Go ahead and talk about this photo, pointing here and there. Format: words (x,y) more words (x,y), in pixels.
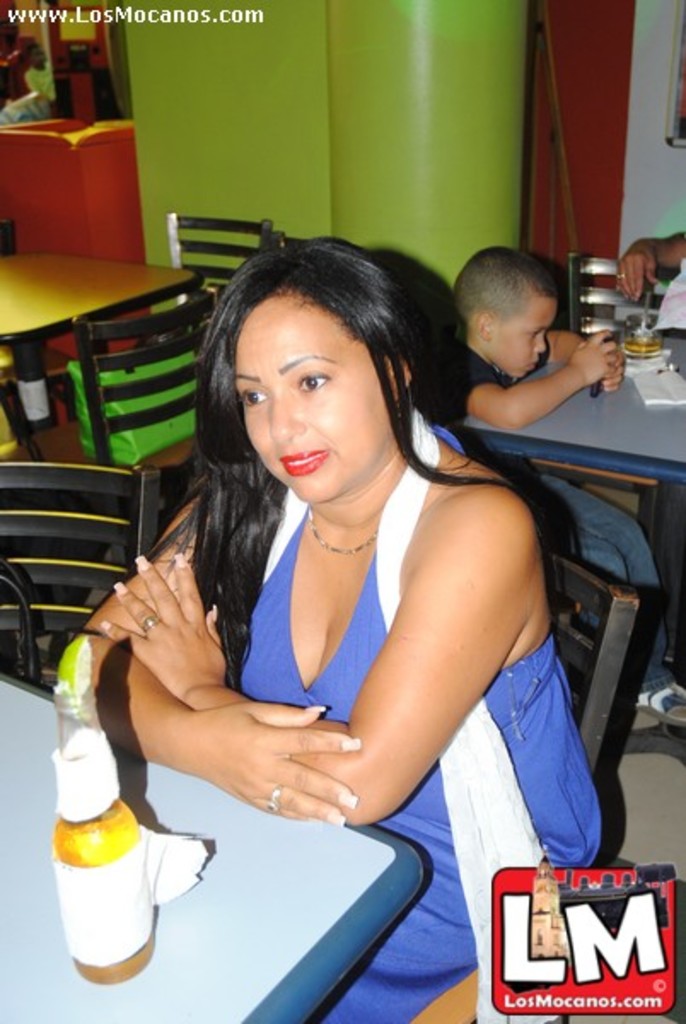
In this picture we can see a bottle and a few objects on the tables (546,445). We can see a woman (386,461) and a boy (481,333) sitting on the chair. There is the hand (648,268) of a person (635,273). We can see a few objects (19,206) and a person (40,88) in the background (13,57). A text (110,17) is visible in the top left (149,17) and a watermark (506,962) is visible in the bottom right (544,928).
